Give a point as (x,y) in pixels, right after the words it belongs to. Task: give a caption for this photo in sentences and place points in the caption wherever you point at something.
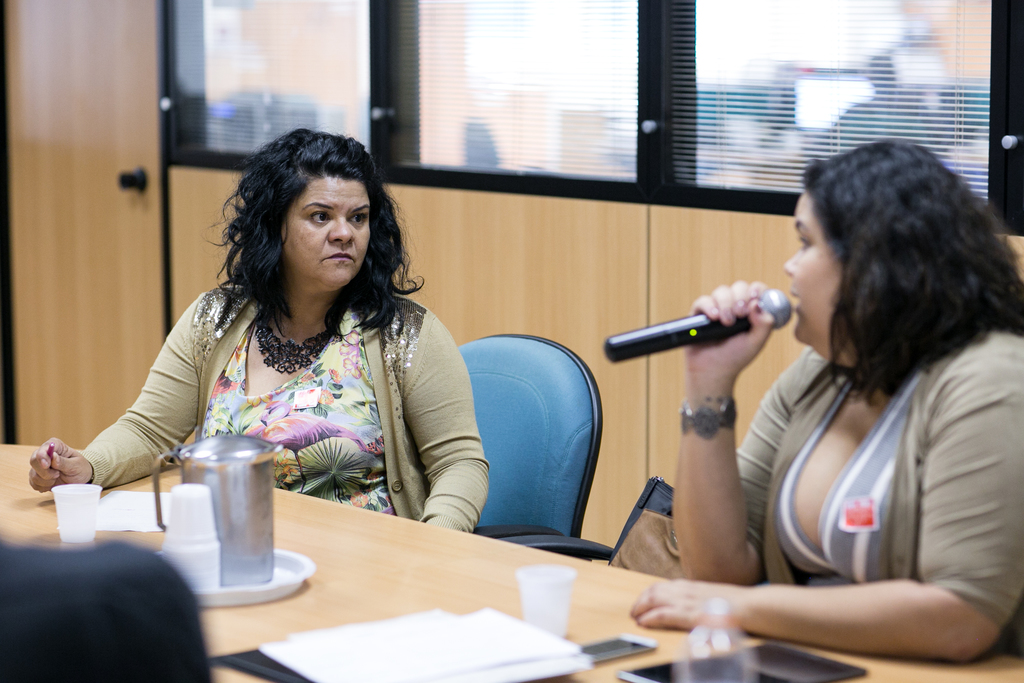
In this picture there are two women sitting in the chair (582,539), they have a table (572,564) in front of them with some papers (316,646), disposable glasses (185,505), kettles (265,526) and the smartphone (598,653) was also water bottle (702,639) in the backdrop (541,229) there is a wooden wall (475,195), wooden door (54,149) and window (531,97).
